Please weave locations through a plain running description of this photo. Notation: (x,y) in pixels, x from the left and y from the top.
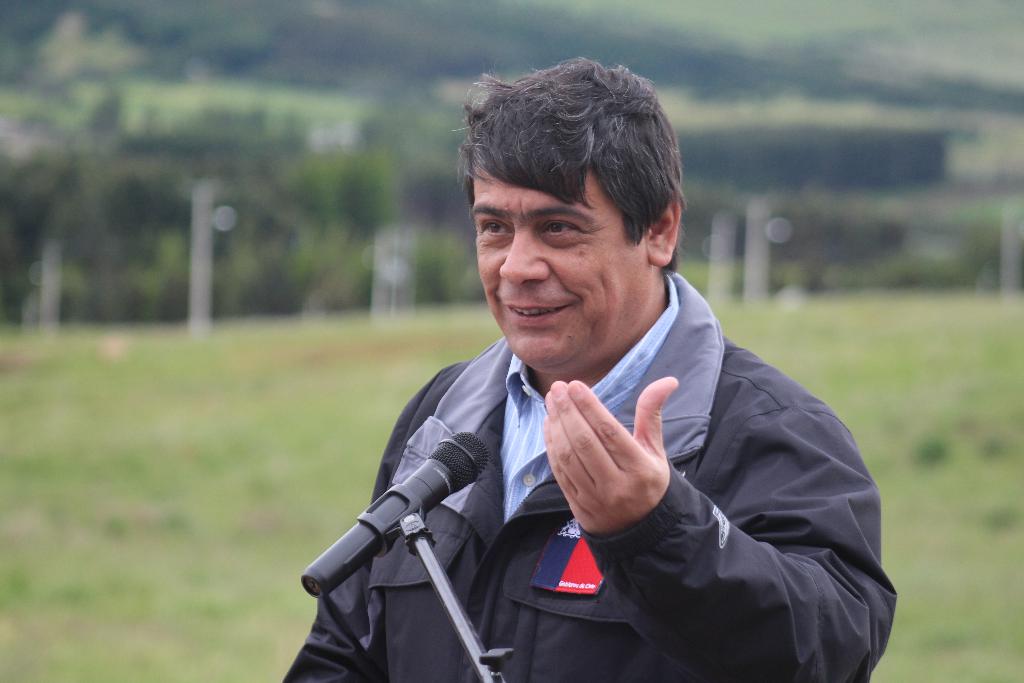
In this picture we can see a man (559,447) in the black jacket (585,539) and in front of the man (498,470) there is a microphone (427,470). Behind the man (649,398) there are trees (231,312).
